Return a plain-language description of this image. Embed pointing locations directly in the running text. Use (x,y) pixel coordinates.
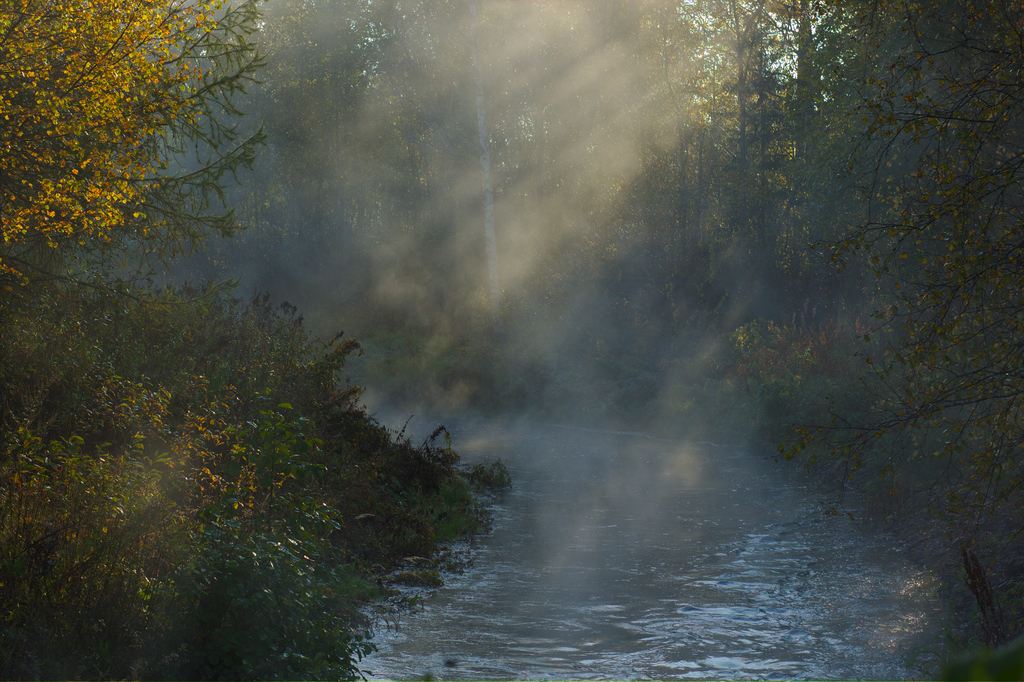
In this image in the front (183,453) there are trees (188,485). In the center (643,440) there is water (627,454). In the background (573,167) there are trees (451,187).
